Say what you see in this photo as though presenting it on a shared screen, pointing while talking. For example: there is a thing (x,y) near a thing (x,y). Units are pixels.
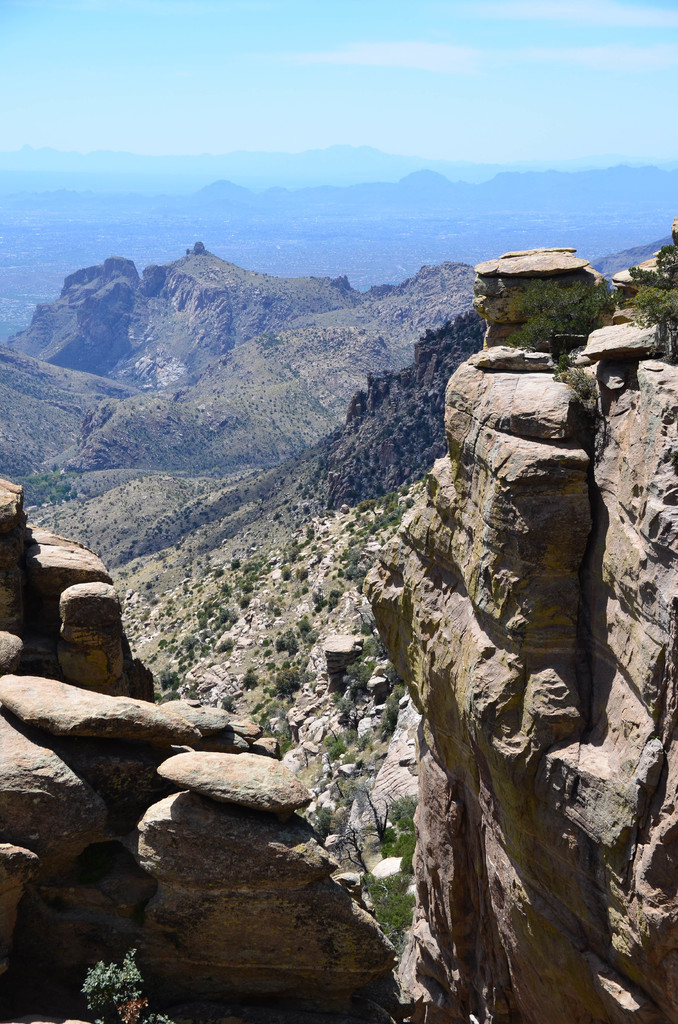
In this image I can see few mountains (306,297), trees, few rocks (543,250). The sky (544,24) is in blue and white color.
